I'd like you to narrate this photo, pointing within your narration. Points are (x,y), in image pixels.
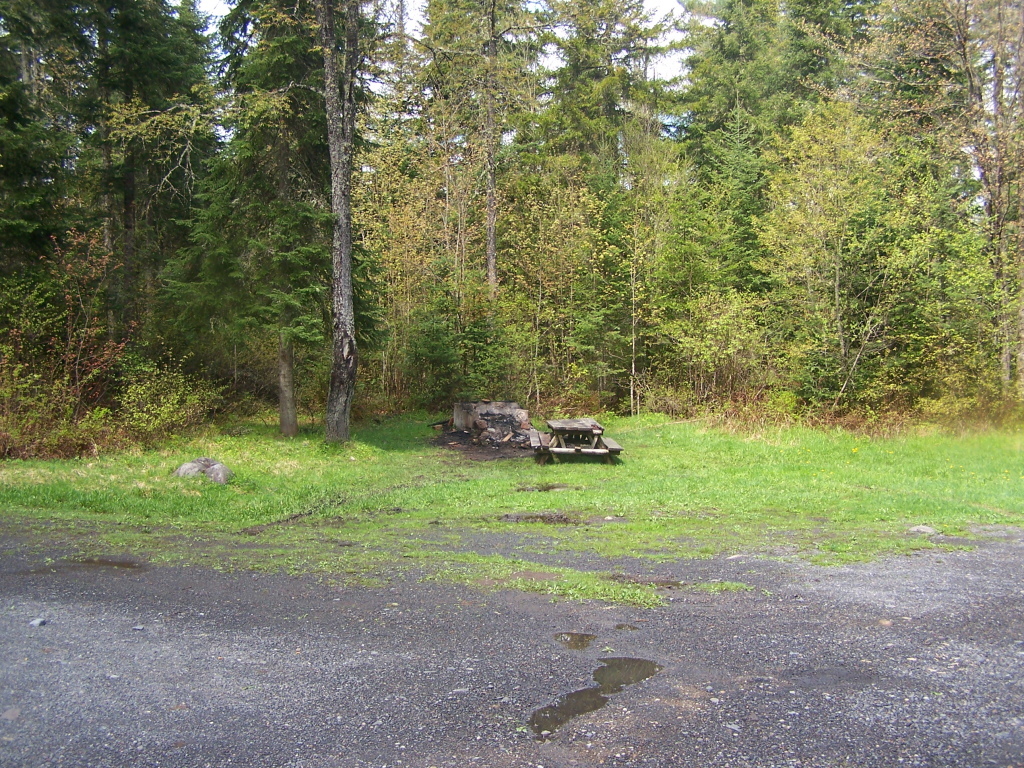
In this image there is a wooden bench (584,453) on the grass (668,489). In the background (349,396) there are many trees (469,170). At the bottom (369,651) there is road (432,690). Water (636,680) is also visible.
